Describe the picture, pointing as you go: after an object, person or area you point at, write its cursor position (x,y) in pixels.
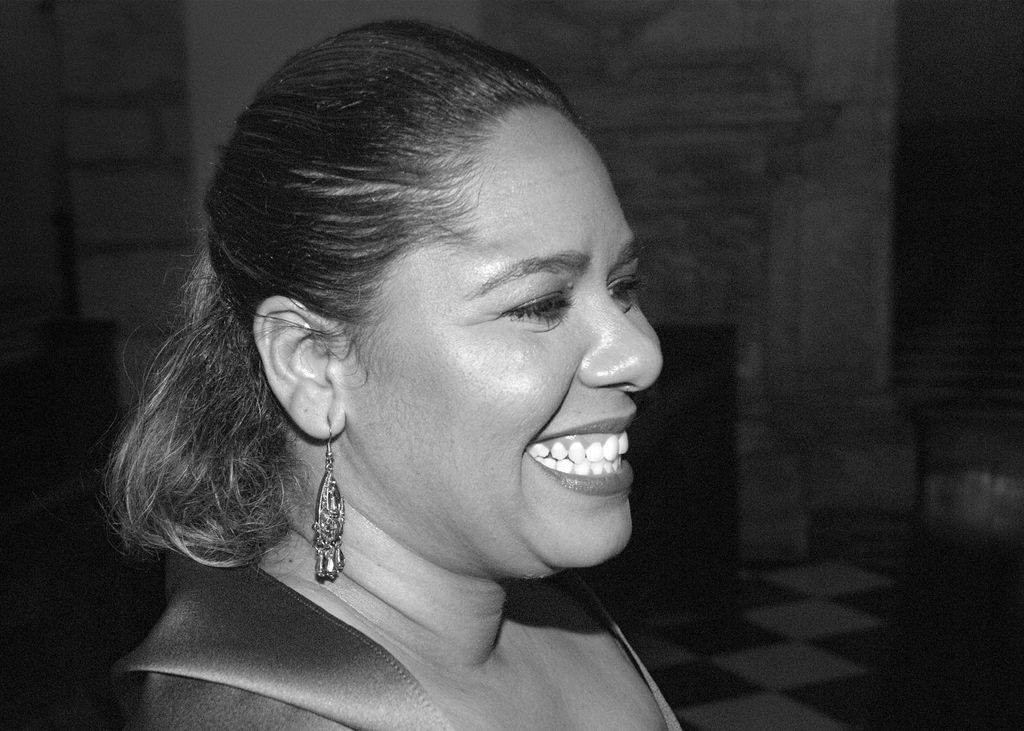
There is a lady (436,390) in the center of the image (471,271), it seems like a wall (672,115) and other objects (662,414) in the background area (842,210).
